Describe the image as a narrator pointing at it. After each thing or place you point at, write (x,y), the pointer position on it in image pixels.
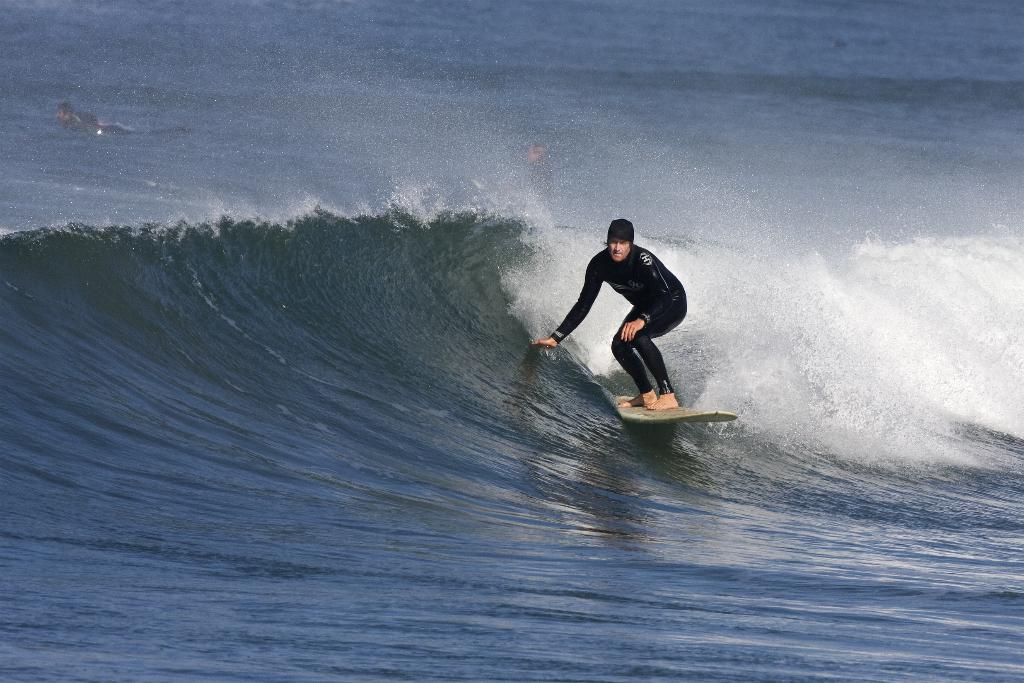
In the image in the center (656,284) we can see one person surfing on the water (533,282).
